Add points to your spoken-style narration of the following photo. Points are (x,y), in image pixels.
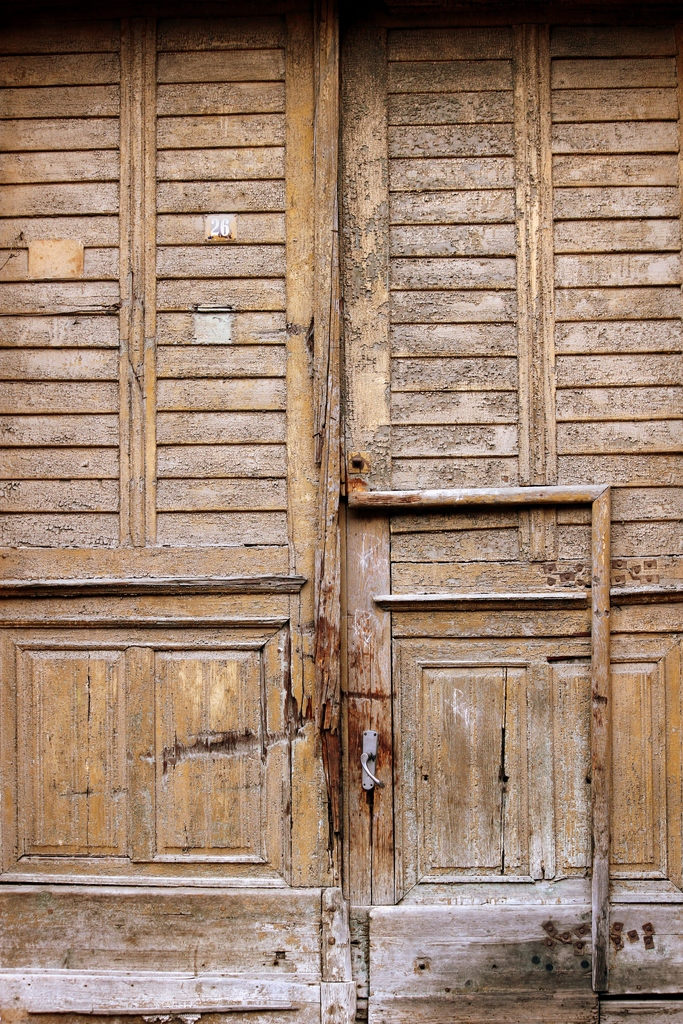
In the foreground of this image (303,915), there is a wooden door (326,740) and a handle (371,747) to it.
